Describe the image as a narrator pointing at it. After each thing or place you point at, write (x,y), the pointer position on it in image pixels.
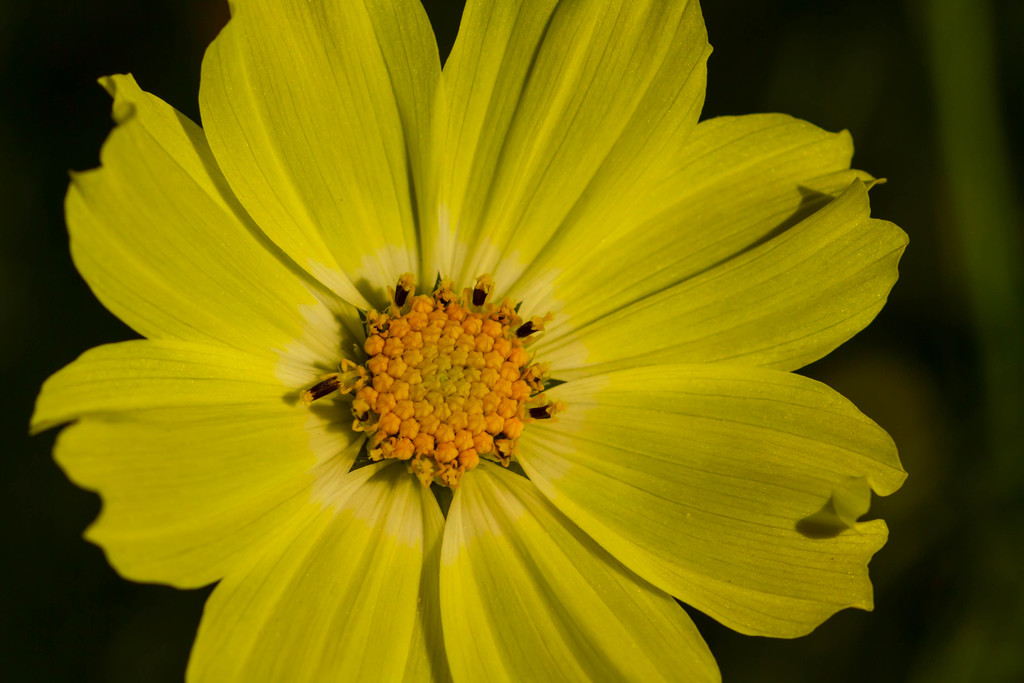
In this picture we can see a flower (725,533) and there is a blur background (168,33).
